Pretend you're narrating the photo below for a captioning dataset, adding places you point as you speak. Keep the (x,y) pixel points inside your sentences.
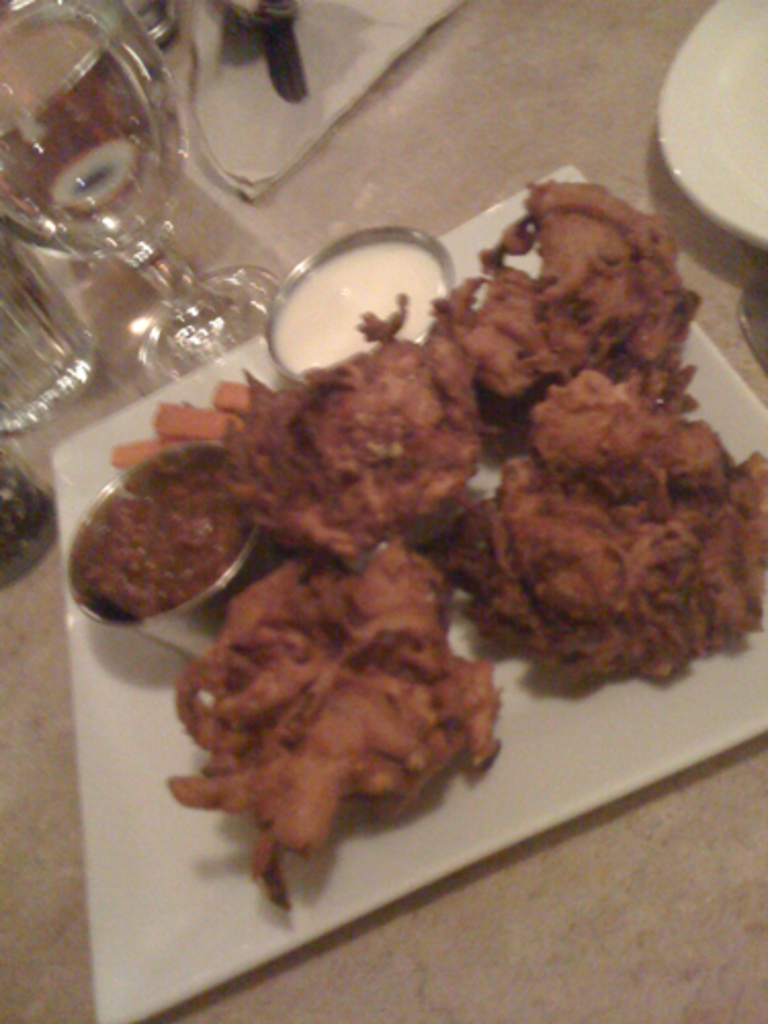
In this image there is food (361,589) on the plate (255,368), there are bowls (312,264), there is food (309,328) in the bowl (219,585), there are glasses (135,227), there is a plate (718,48) truncated towards the right of the image (707,106), there are objects (237,50) truncated towards the top of the image (264,47), there are objects (11,487) truncated towards the left of the image (32,355).
